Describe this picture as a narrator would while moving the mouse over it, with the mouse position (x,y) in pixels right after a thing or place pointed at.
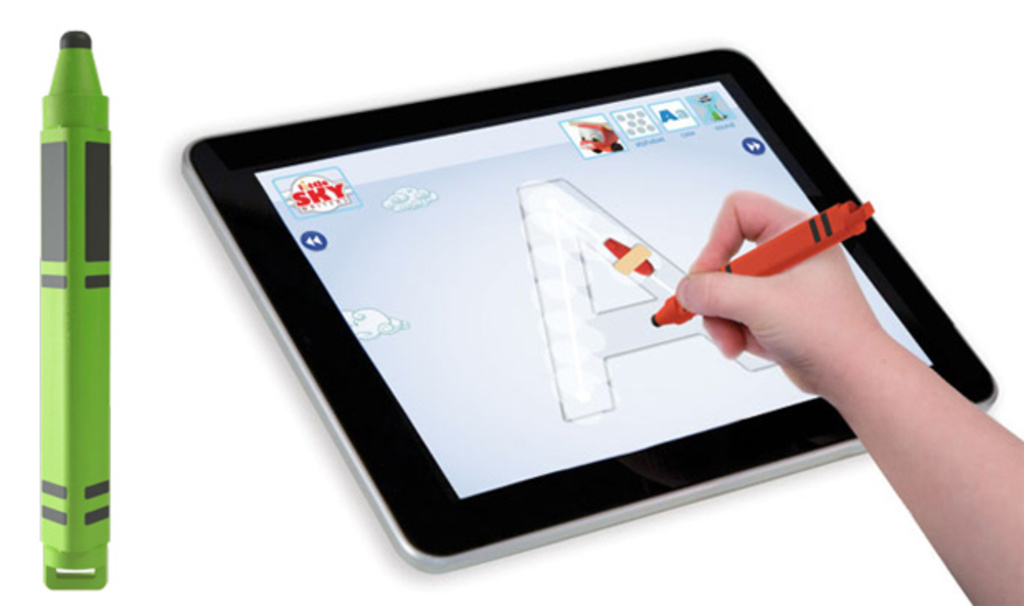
On the left side of the image (70,432) we can see the marker (78,381). In the middle of the image (377,383) we can see a tab (350,403) in which alphabet A (584,375) is displayed. On the right side of the image (933,547) we can see a hand (832,251) and a red color marker (799,230).
